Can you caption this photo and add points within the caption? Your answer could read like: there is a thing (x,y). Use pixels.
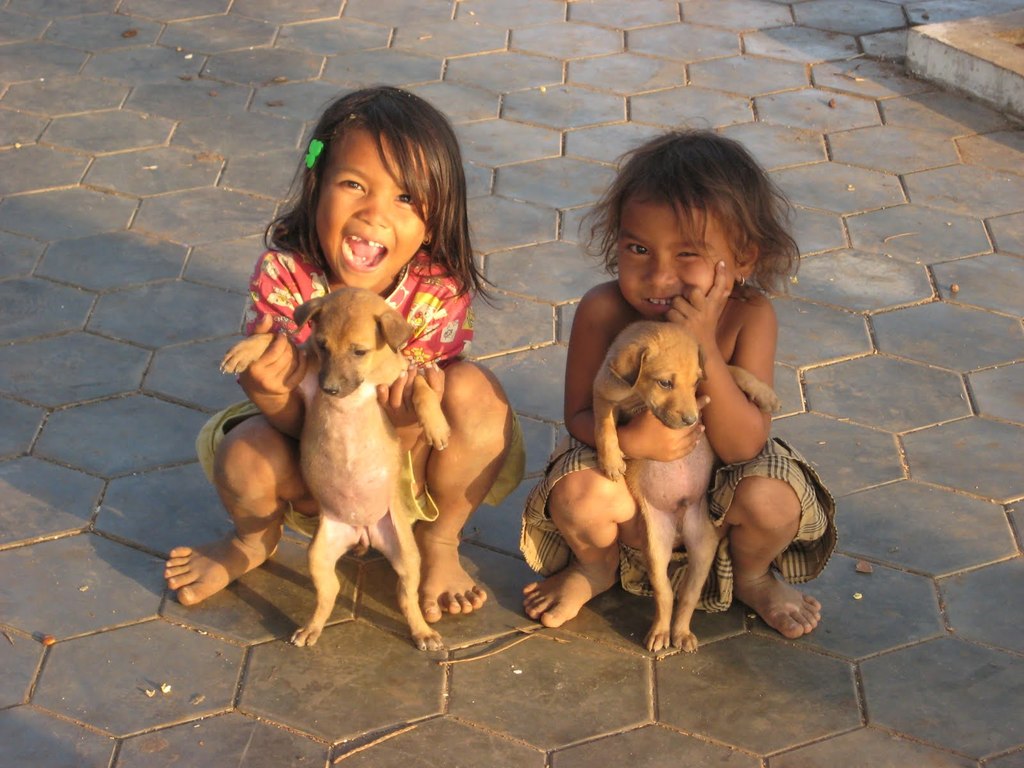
There are 2 kids (426,307) holding each a dog (433,393) in their hands (429,378).
